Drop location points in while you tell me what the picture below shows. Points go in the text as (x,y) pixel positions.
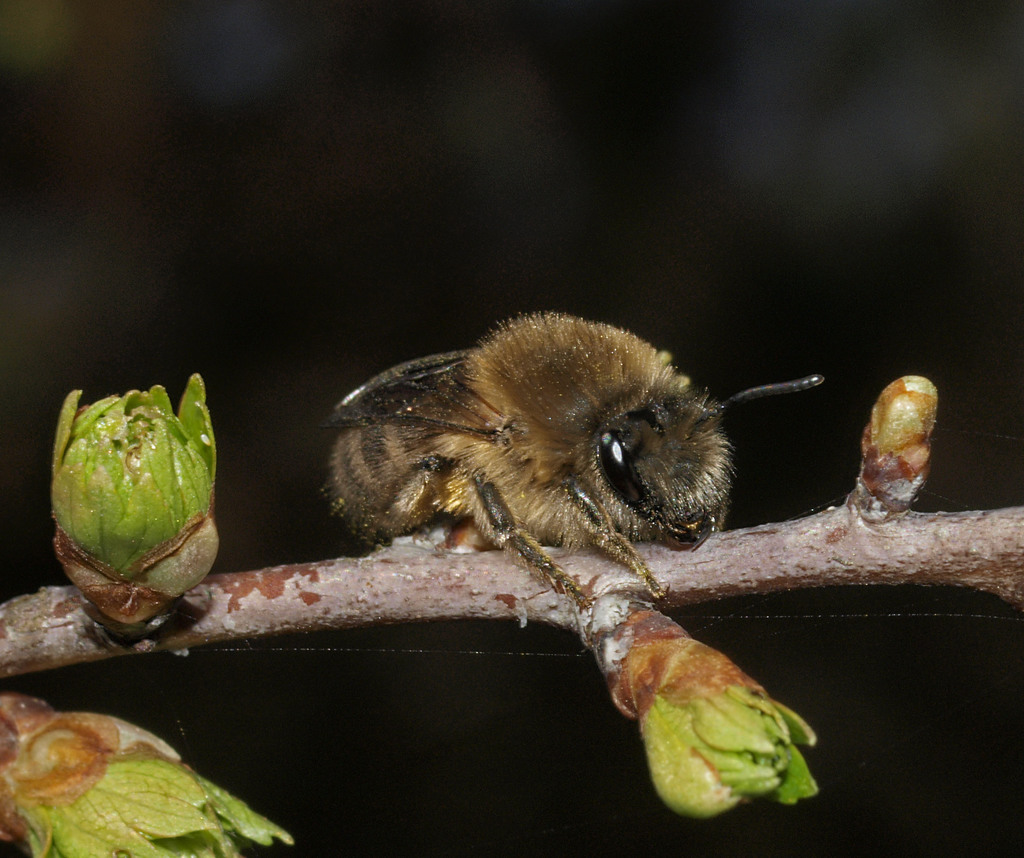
In the center of the image (490,472), we can see a bee (467,485) on the stem (242,589) and there are some buds (196,571) and the background (310,249) is dark.
